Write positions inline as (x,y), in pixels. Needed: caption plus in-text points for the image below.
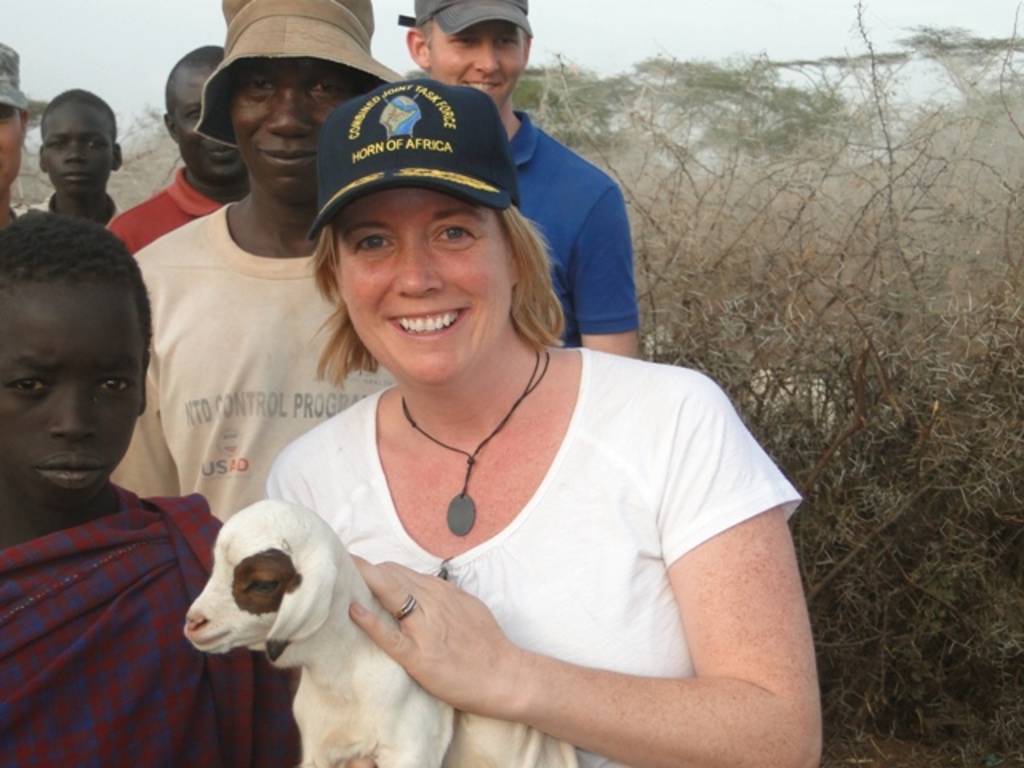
In this picture we can see a group of people (118,552) standing and smiling where a woman (355,467) wore a cap (383,93) and holding an animal (257,527) with her hands (427,598), trees (623,170) and in the background (629,15) we can see the sky (654,50).
